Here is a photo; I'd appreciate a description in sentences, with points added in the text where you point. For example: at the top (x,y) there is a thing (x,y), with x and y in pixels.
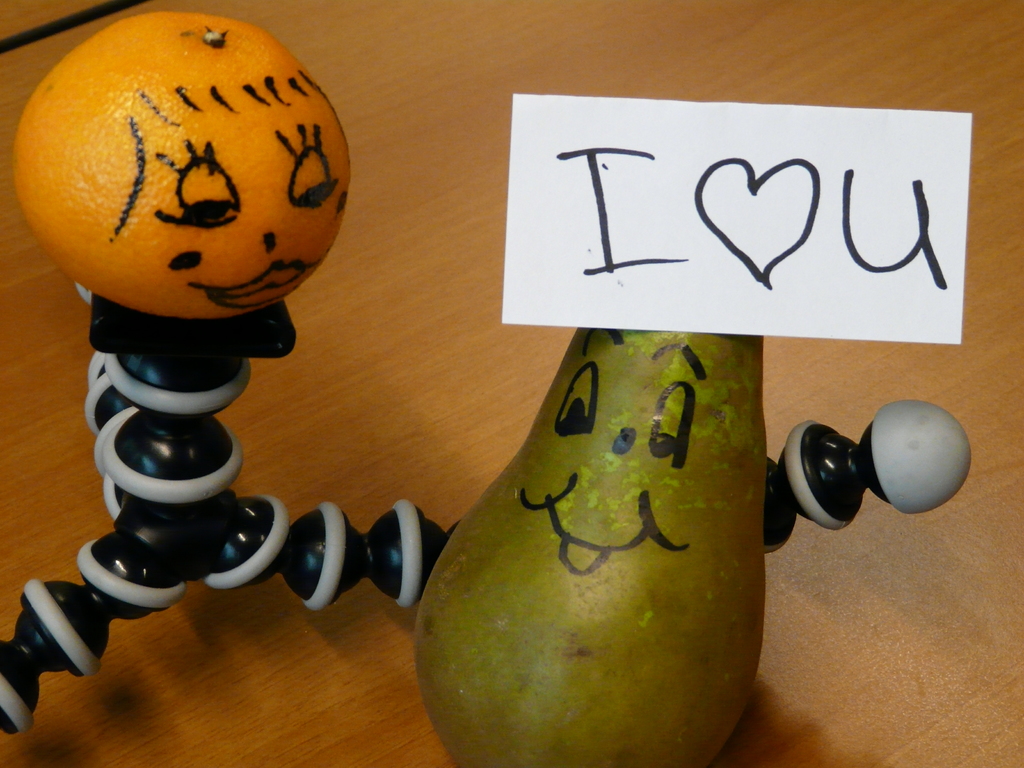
In this image there fruits (173,221) on the fruits (591,466) there is some drawing (188,170) and there is one board (603,215), on the right side (891,221). On the board (801,219) there is some text (613,271), on the left side (185,512) there is some object (401,507). At the bottom (75,550) there is a wooden table (185,642).
